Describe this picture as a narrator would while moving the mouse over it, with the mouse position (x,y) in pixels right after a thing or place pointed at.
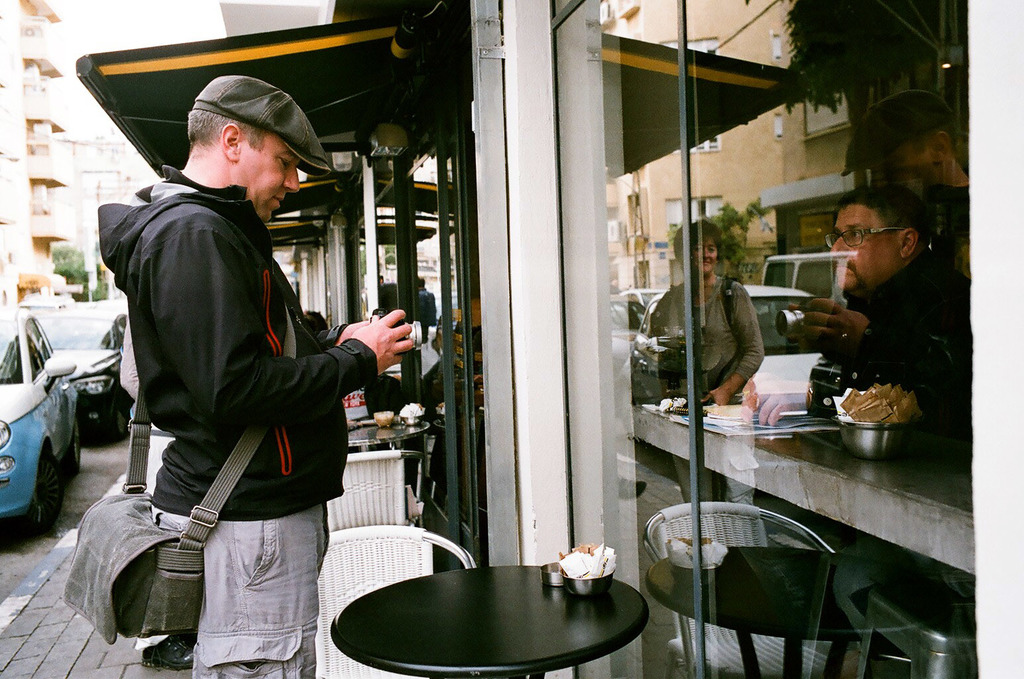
At the top (84,19) we can see sky (70,18). These are building (41,10) and trees (65,271). These are cars (46,458) on the road (83,507). Here we can see one man (206,133) wearing a bag (152,593) and a cap (286,130) standing in front of a table (546,622) and on the table (604,614) we can see bowl (605,578). Here we can see chairs (413,539). on the glass (859,259) we can see the reflection (904,325) of this man (844,354) holding a camera (794,324) and we can see a women (714,346).
